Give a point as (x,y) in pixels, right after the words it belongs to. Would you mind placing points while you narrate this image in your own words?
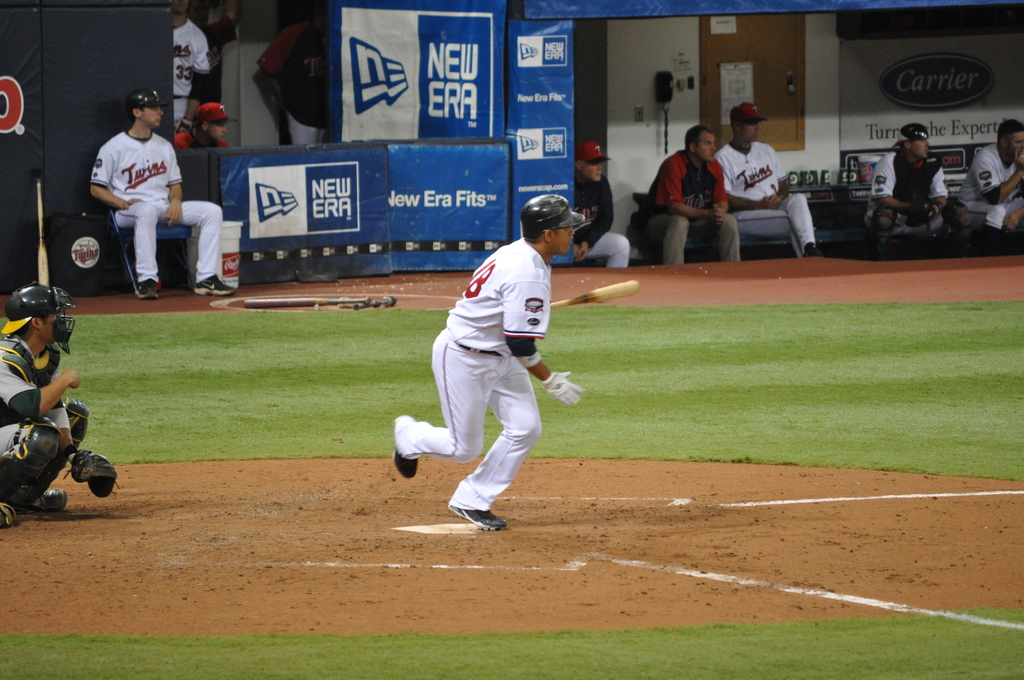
In this picture we can see people (8,453) playing baseball on the ground (340,436). In the background (932,219), we can see other people (707,173) sitting on the chairs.
